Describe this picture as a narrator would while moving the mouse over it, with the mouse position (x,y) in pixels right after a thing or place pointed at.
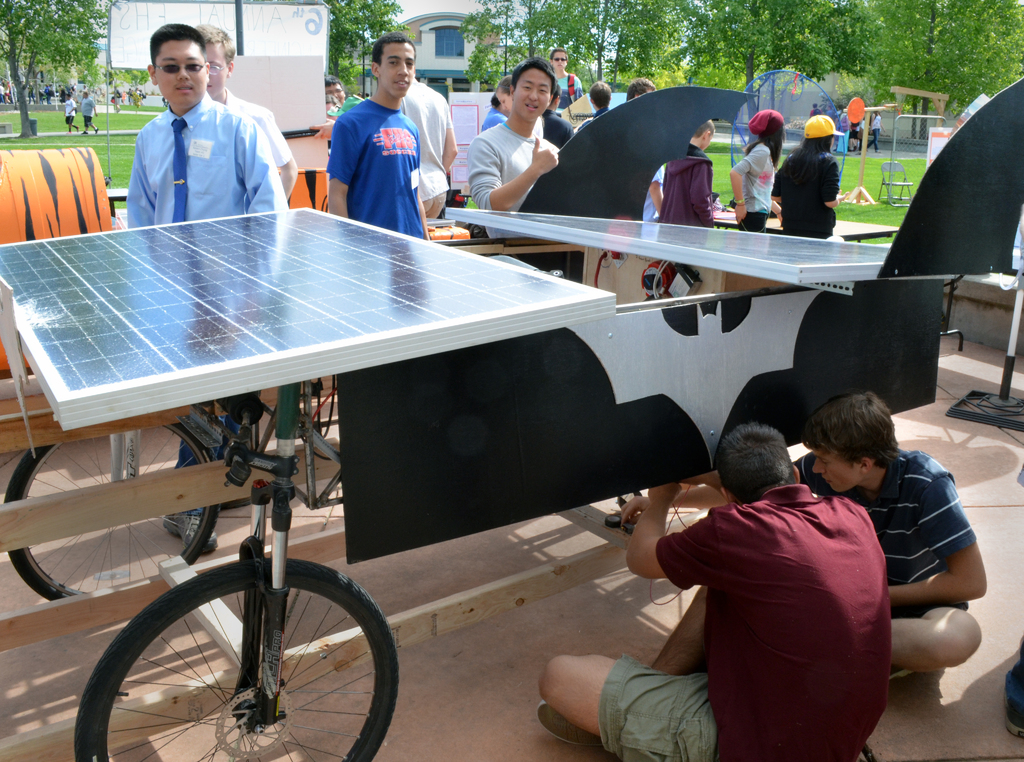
Here we can see a group of people (190,97) both sitting and standing in front of a trolley (466,464) with solar panels (499,321) and it we can see a bat symbol (600,322) here and behind that we can see trees (493,73) and buildings (457,17) present.
